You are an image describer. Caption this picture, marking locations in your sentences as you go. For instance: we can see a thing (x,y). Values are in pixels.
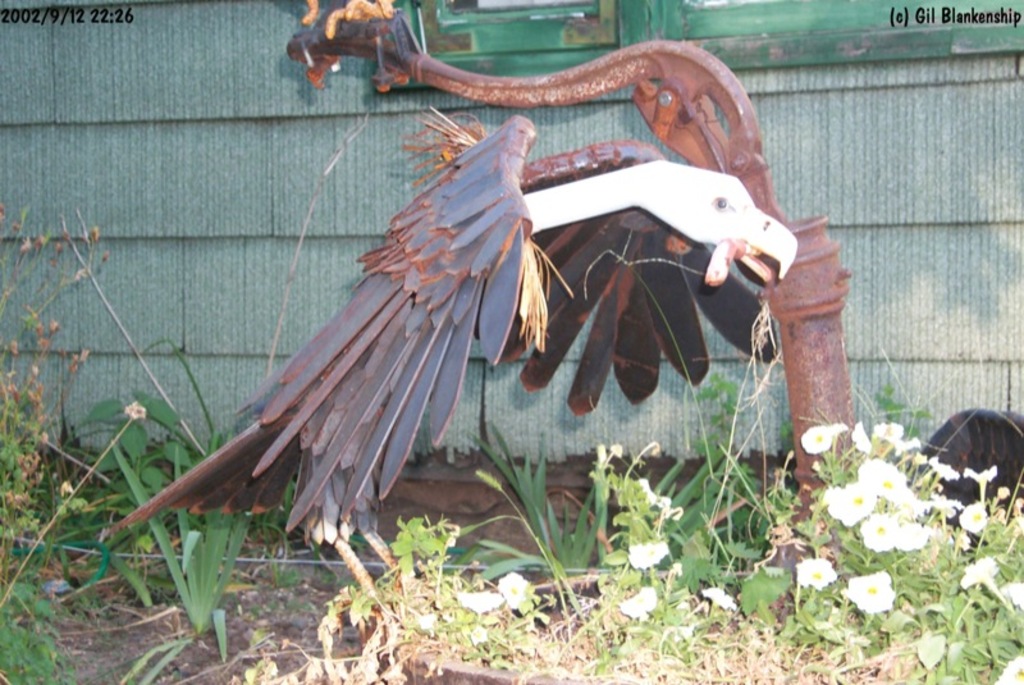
In the center of the image (645,229) a sculpture (533,216) is there. In the background of the image (234,162) a wall (197,140) and window (734,44) are present. At the bottom of the image (743,585) we can see grass (755,620), some plants (667,572) and flowers (873,527) are there.
